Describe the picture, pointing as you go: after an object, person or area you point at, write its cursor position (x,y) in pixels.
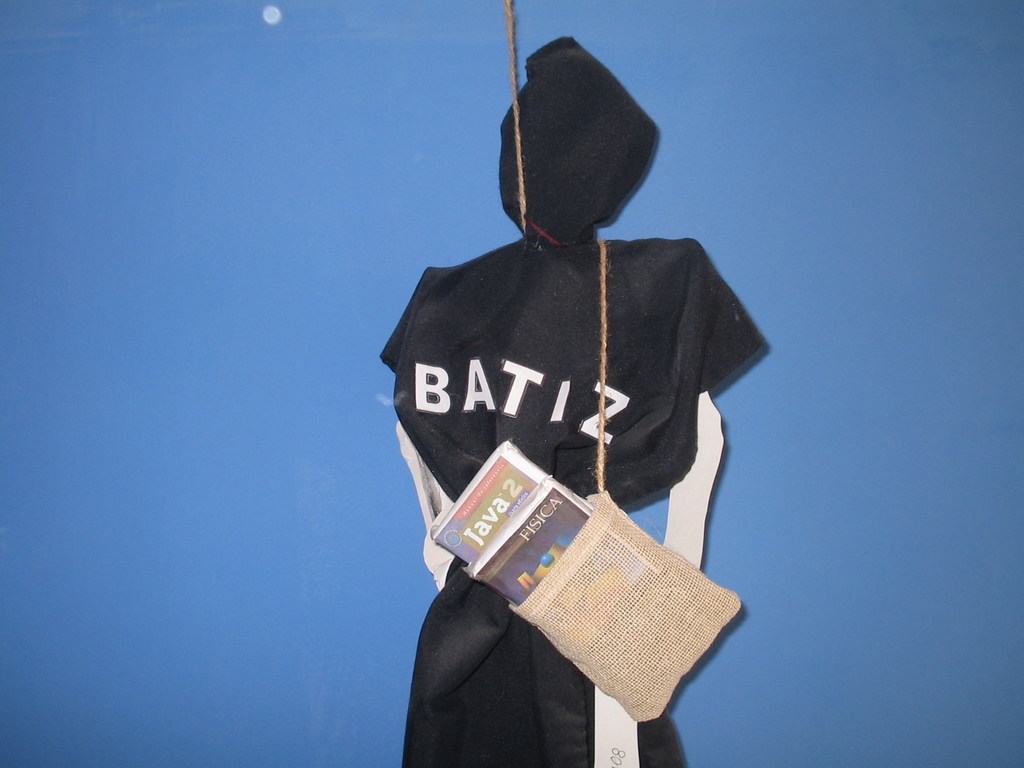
In this image we can see a statue (587,393) with a black color dress (596,372). We can also see a jute bag (603,528) with some books (562,527) hanged to it. On the backside (364,375) we can see a wall (220,261).
